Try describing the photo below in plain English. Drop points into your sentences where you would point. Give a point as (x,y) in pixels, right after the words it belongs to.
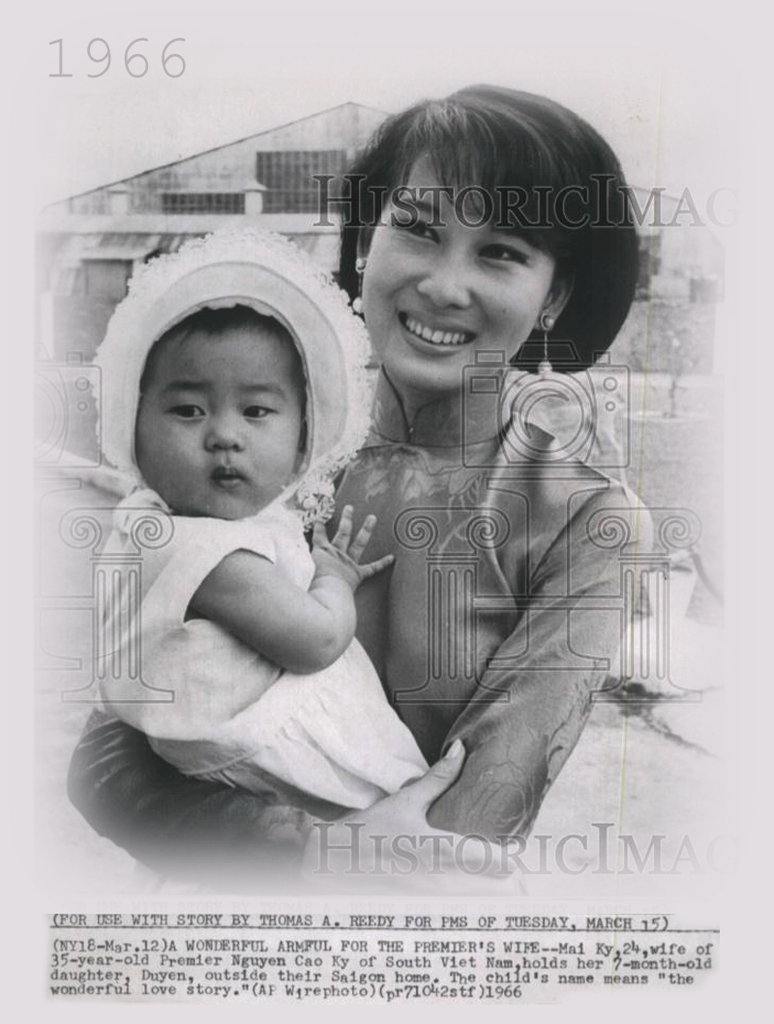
This is a black and white image and it is edited. In the middle of this image (402,494) there is a woman (478,748) carrying a baby (286,703) in the hands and smiling. In the background (149,249) there is a building (269,171). On this image there are some water marks (426,556). At the bottom (209,966) there is some edited text (296,972).
